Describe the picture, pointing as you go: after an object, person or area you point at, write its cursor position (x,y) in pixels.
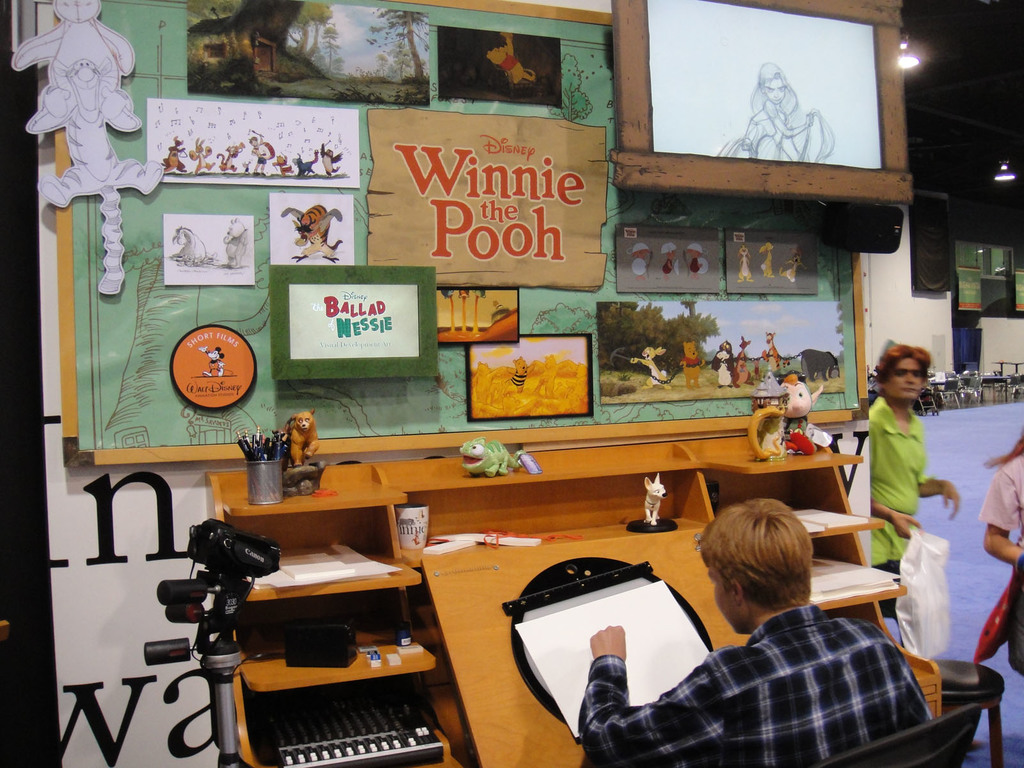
There is a boy (727,555) sitting on a chair (962,745) looks like he is drawing a image (674,635) on this sheet (653,651). There is a camera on the left side (253,545). There is a one man (908,513) on the right side (951,482). There are certain toys (520,452) on these wooden table (525,470).
